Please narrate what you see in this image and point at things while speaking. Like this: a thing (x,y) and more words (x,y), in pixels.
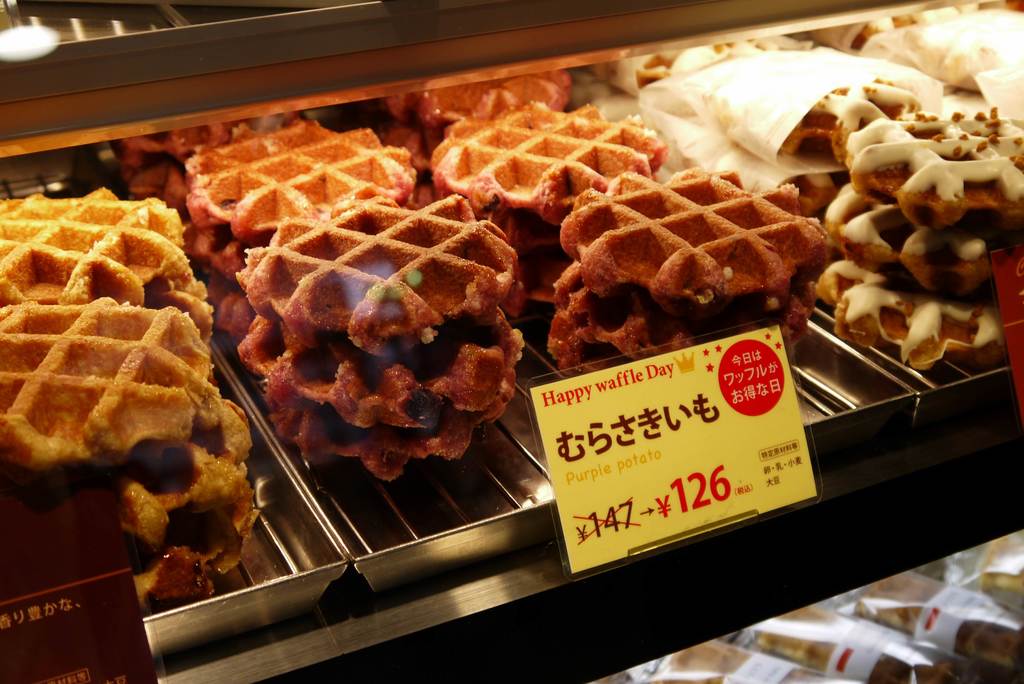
In this image I can see few food items (949,266) on the steel trays (894,370). In front (766,429) I can see the yellow color board (663,417) and something is written on it. The food (935,266) is in brown and white color.
